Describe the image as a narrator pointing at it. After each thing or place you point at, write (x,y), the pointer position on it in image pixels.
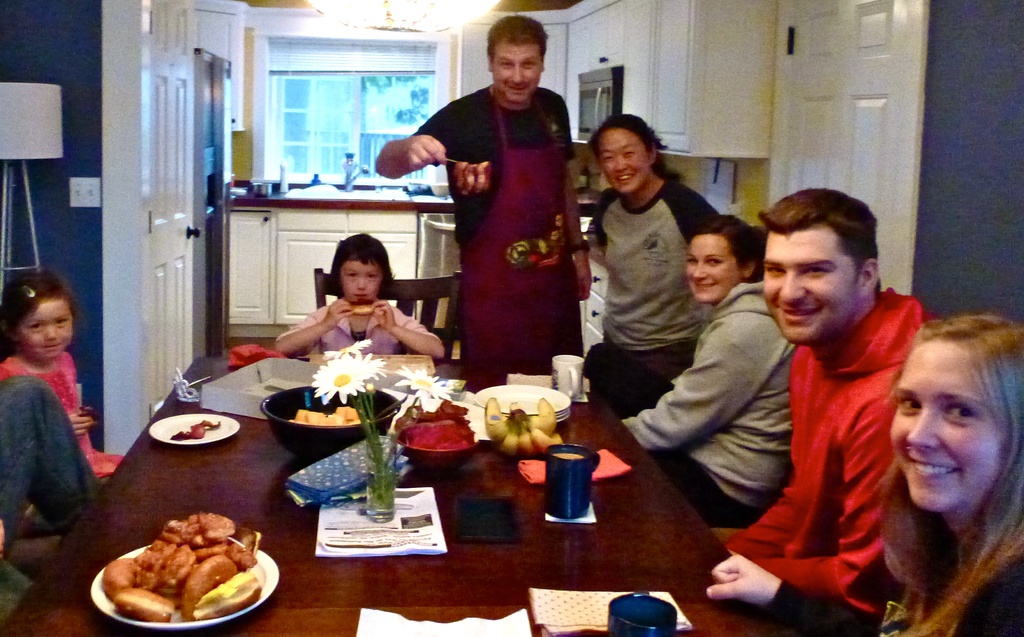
This is a picture taken inside view of a room (164,173) and there is a table (216,446), on the table (250,453) there is plate (274,586), flower (348,365) on the glass (388,489) and there is a banana (527,439). Around the table (424,586) there are the persons (654,342) sit on the chairs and they are smiling and middle corner i can see a window (326,106).
